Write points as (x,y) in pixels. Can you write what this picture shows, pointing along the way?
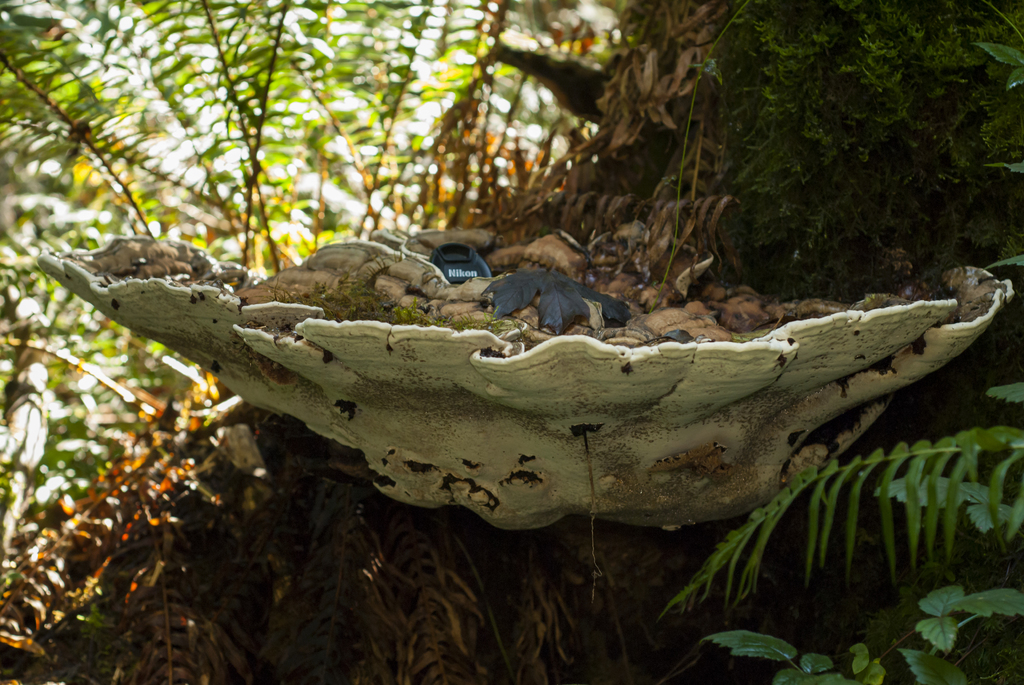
In the picture we can see a tree (748,154) to it we can see some fungus kind of thing (638,387) in that we can see some dried leaves (507,293) and Nikon camera lens cover (444,264) and behind the tree (985,407) we can see plants (253,263).
